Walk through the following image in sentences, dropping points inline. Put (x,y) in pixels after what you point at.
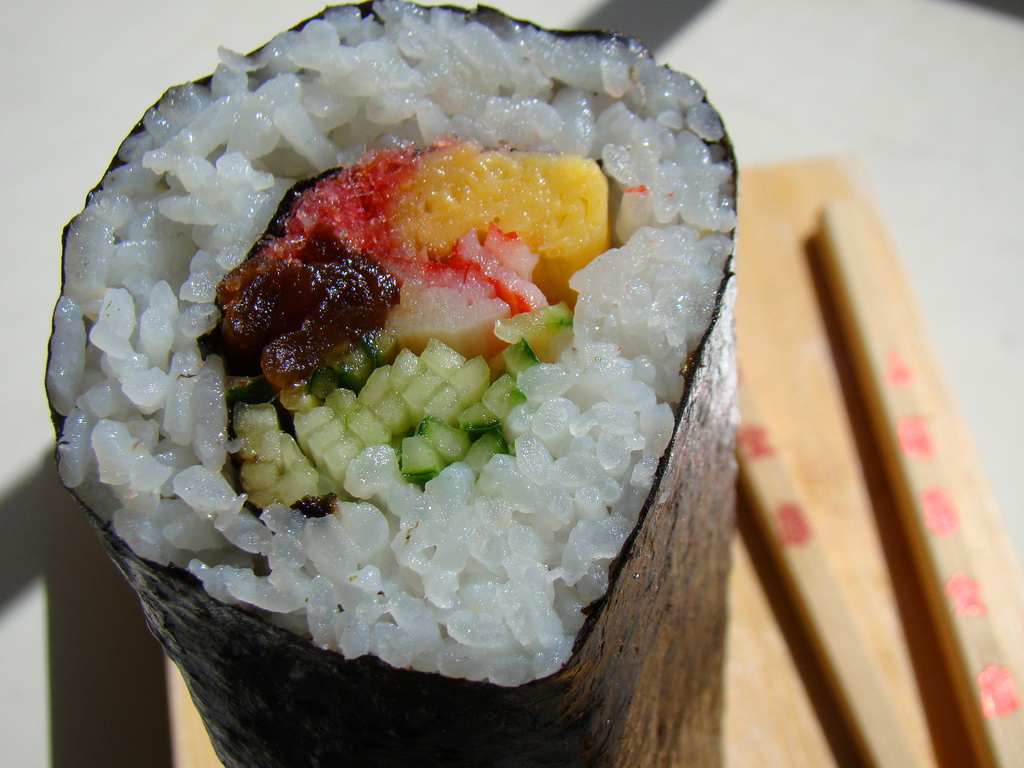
In this picture we can see some food item (191,409) with rice (524,87) wrapped in seaweed (607,669) this is placed on table (877,445) and beside to this we have two sticks (823,608).
